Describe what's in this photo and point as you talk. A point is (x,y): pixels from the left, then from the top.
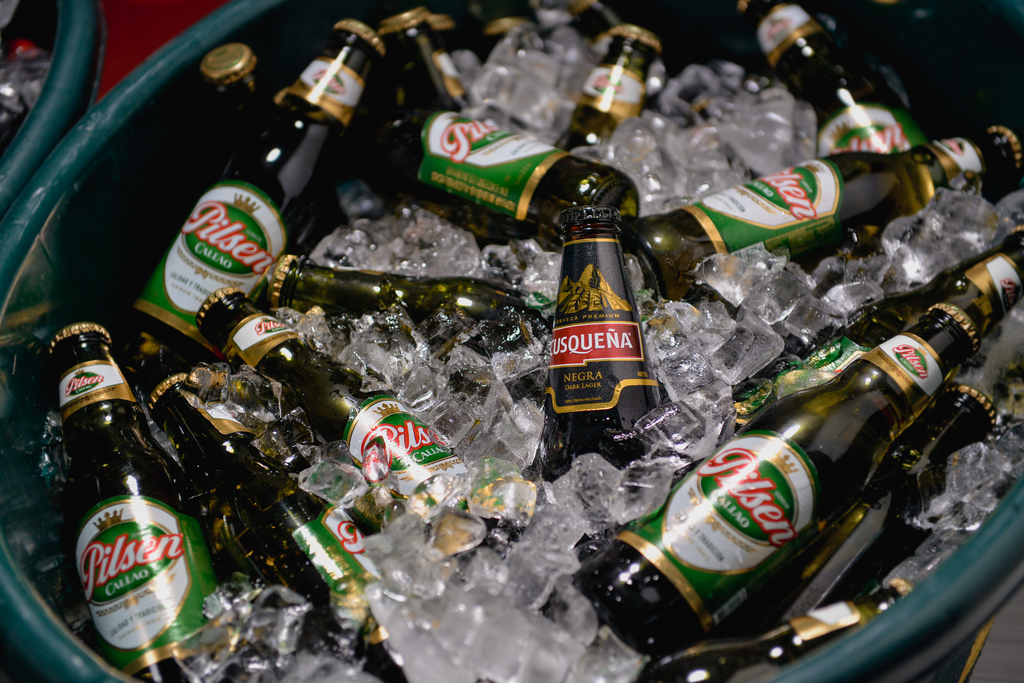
This is a zoomed in picture. In the center (625,397) we can see the bottles (253,429) and ice cubes (516,555) are placed in a green color container (152,205). In the background (87,21) there is a green color object (81,42).
